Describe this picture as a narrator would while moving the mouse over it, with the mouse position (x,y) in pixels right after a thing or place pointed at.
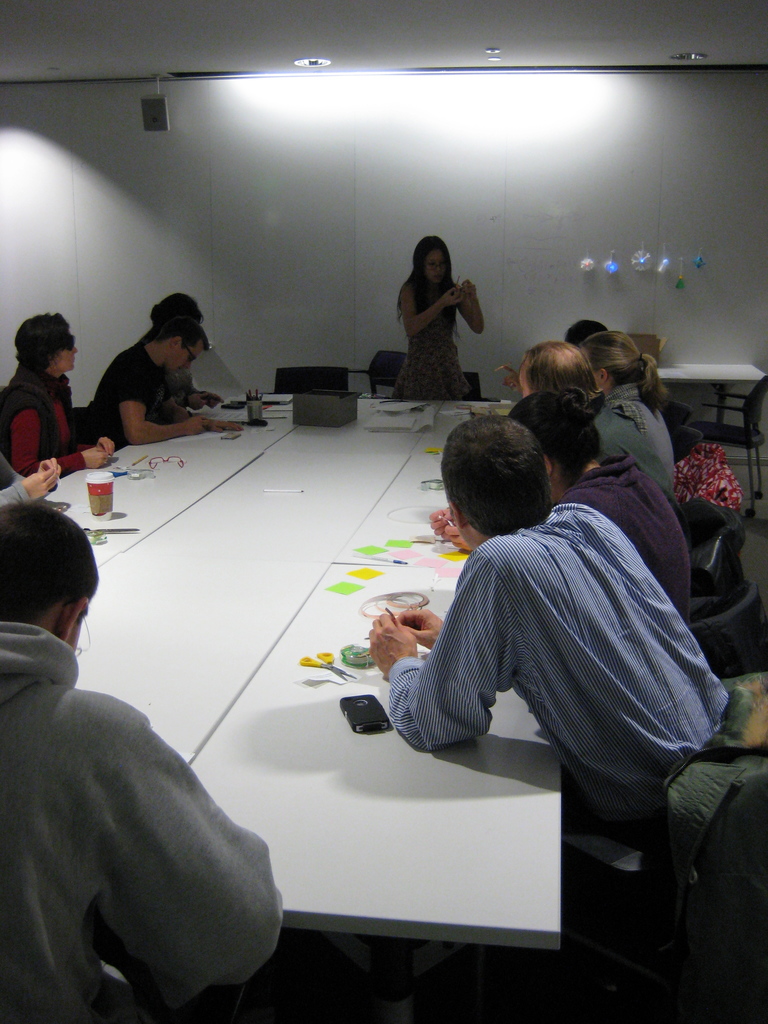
In this picture we can see some persons (558,468) sitting on chair (730,673) and in front of them there is table (119,551) and on table (185,638) we can see glass (90,506), spectacle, pens (133,466), pen stand (252,400), box (343,413), papers (401,423) and here woman (411,358) standing and talking to them and in background (312,147) we can see wall (352,246), lights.
